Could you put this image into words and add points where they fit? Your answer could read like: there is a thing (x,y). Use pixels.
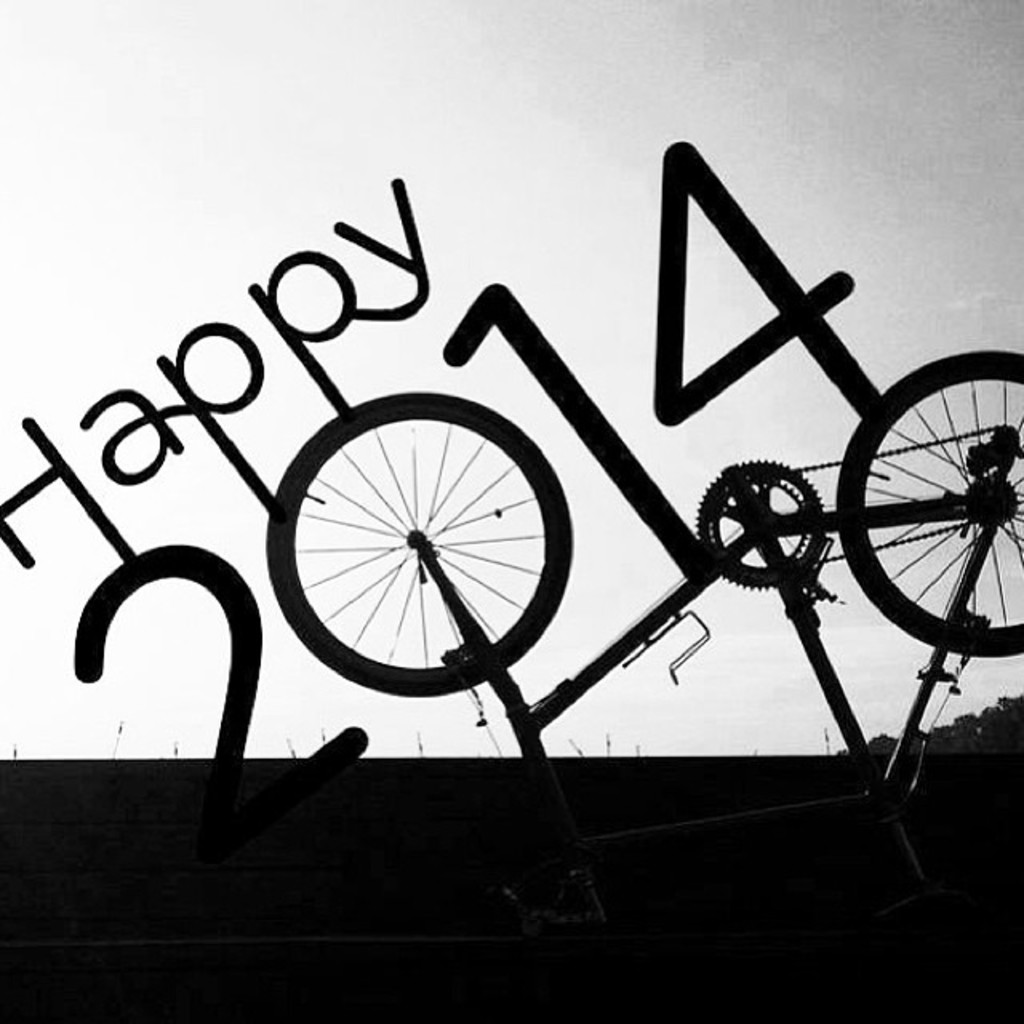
In this image there is a text poster (540,488) written as happy 2014 with a bicycle (394,686).
